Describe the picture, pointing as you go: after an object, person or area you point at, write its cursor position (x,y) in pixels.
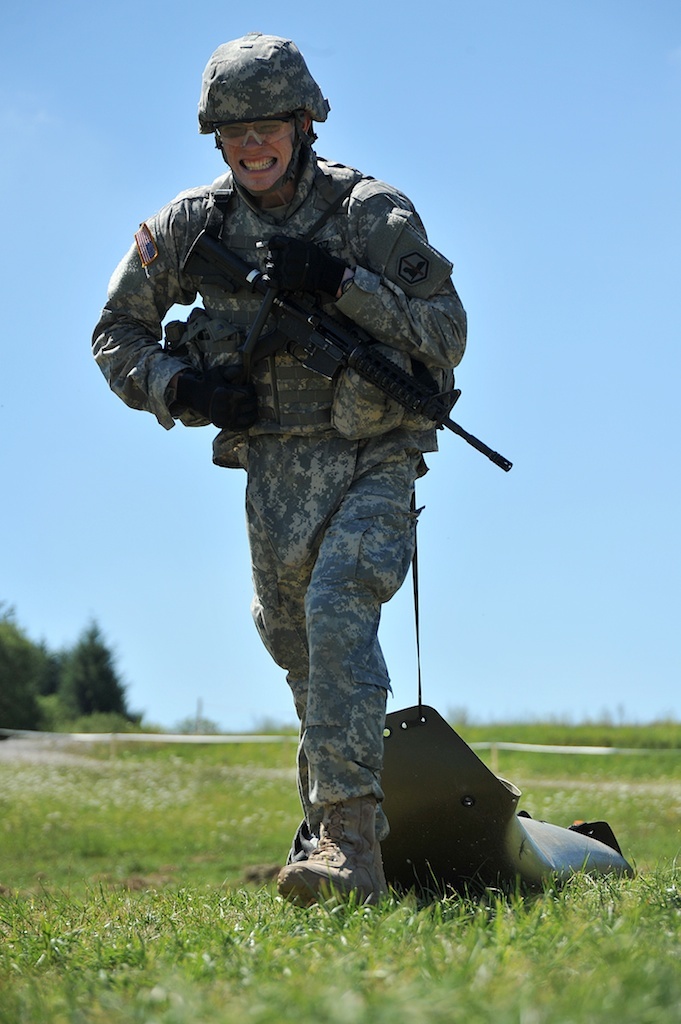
In the center of the image (336,480) we can see a man (295,490) wearing the military uniform (366,275) and also the glasses (288,133) and holding the gun (218,280) and pulling the object (467,836) which is on the grass (568,888). In the background (106,726) we can see the trees (92,655) and also the sky (585,66).
